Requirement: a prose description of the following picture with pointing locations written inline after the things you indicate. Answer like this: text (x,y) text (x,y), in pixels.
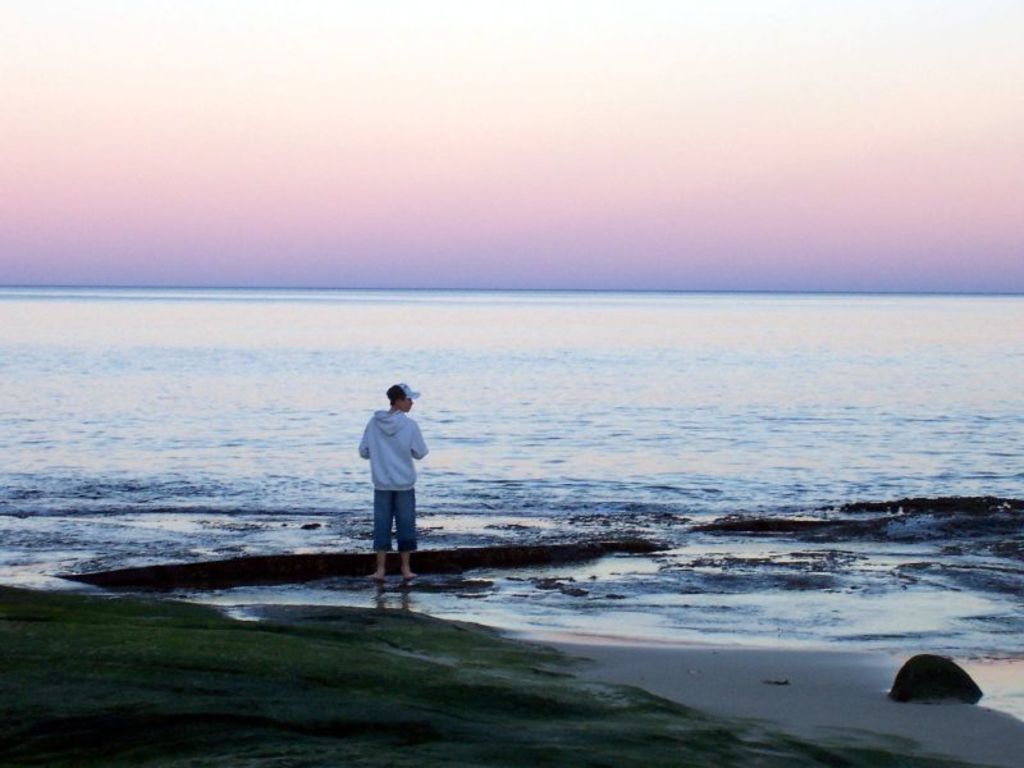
In the picture there is a man (405,463) standing in front of the sea (714,497).
